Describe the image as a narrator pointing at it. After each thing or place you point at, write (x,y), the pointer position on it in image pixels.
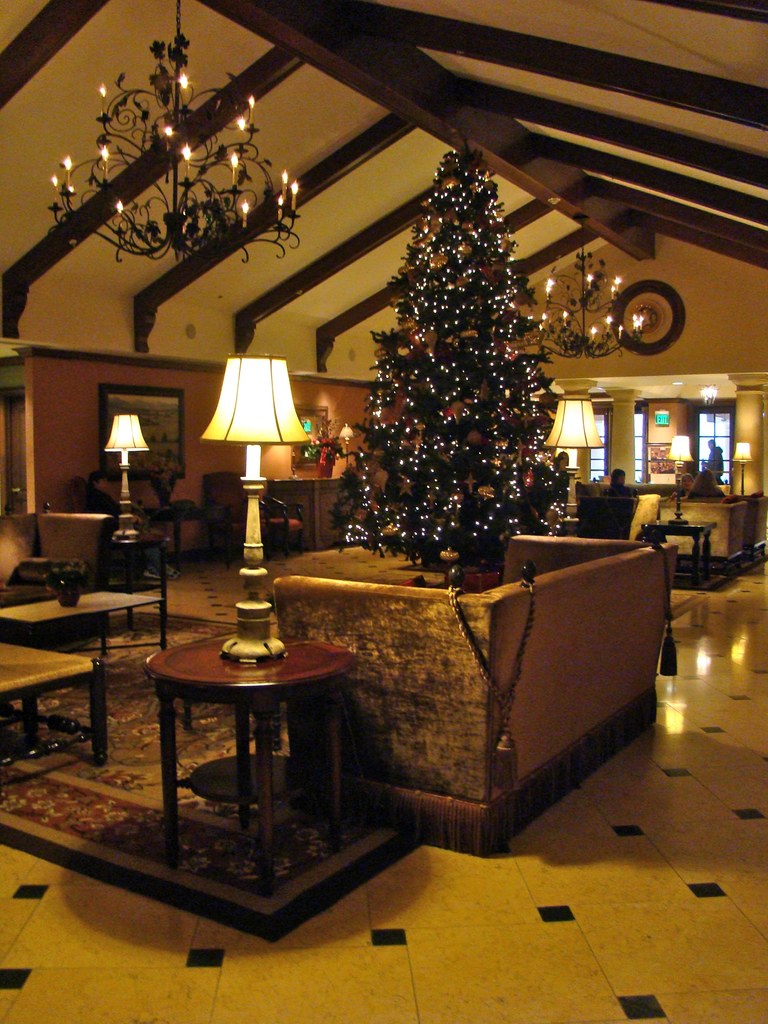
In this image I can see a Christmas tree (402,478) and a lamp (253,648) on the table (227,698). To the left (179,462) there is a couch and some boards (183,435) to the wall (312,382). In the background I can see few people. In the top (124,159) there is a chandelier light (172,228).
